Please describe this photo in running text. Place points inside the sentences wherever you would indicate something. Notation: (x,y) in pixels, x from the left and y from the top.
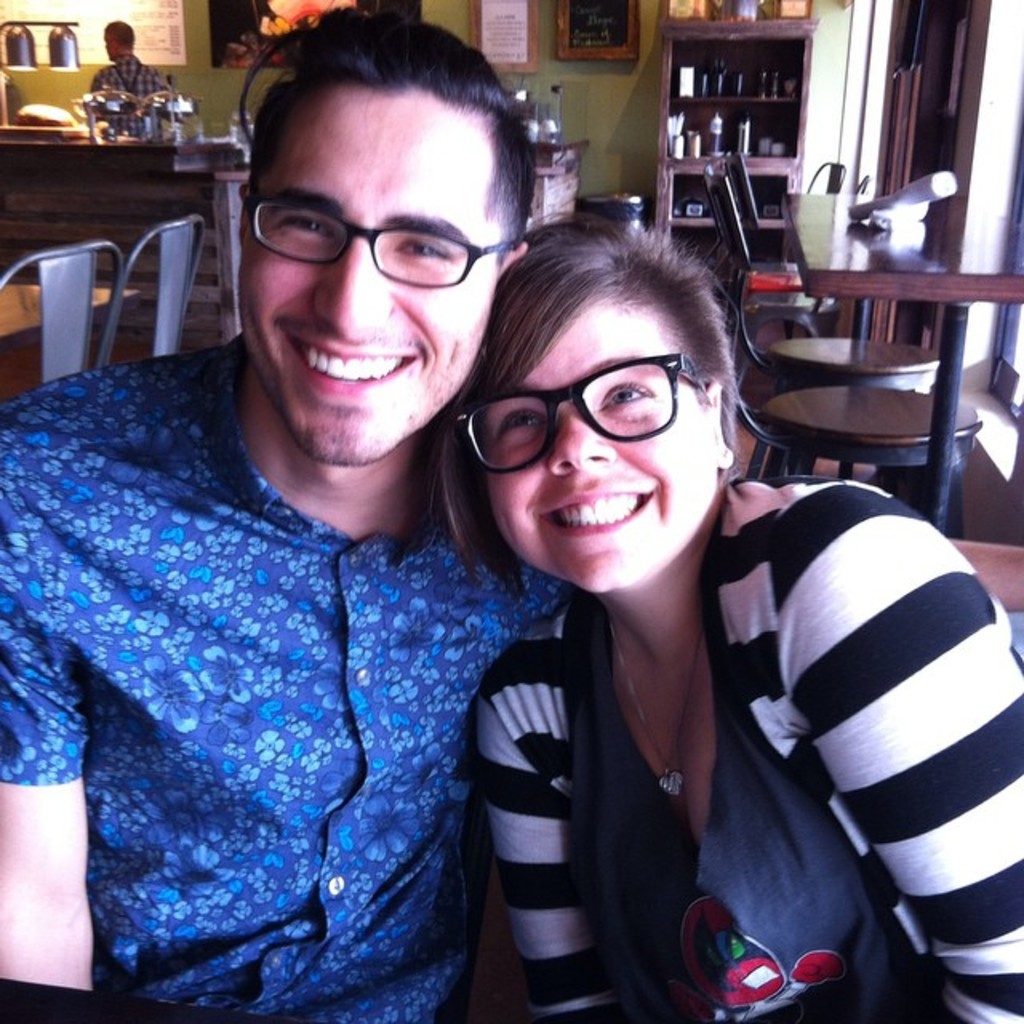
In the foreground of the picture (585,448) I can see a couple (581,479) and there is a smile on their face (279,311). I can see the tables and chairs (47,314) on the floor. I can see the wooden shelf (770,55) on the top right side (694,122). There is a man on the top left side of the picture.
